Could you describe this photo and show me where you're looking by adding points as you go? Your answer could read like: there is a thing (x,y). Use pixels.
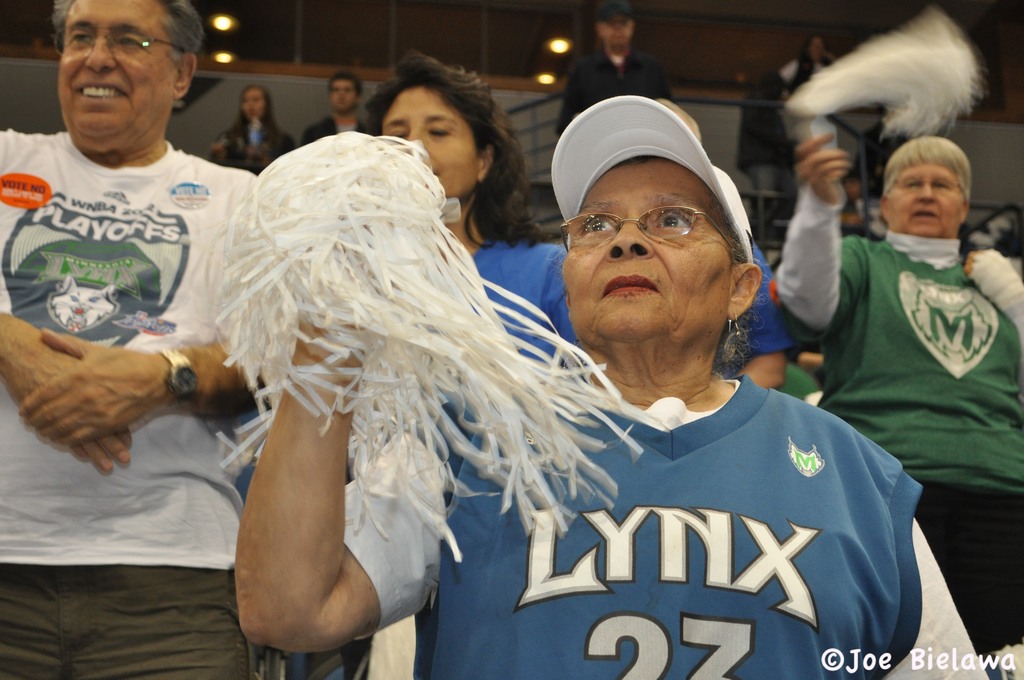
In this picture we can see two women (894,207) holding pom poms (877,103) in their hands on the right side (702,560). We can see a watermark (914,650) and some text (920,661) in the bottom right (893,661). There are a few people (477,157) visible at the back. We can see some lights (220,55) on top.
